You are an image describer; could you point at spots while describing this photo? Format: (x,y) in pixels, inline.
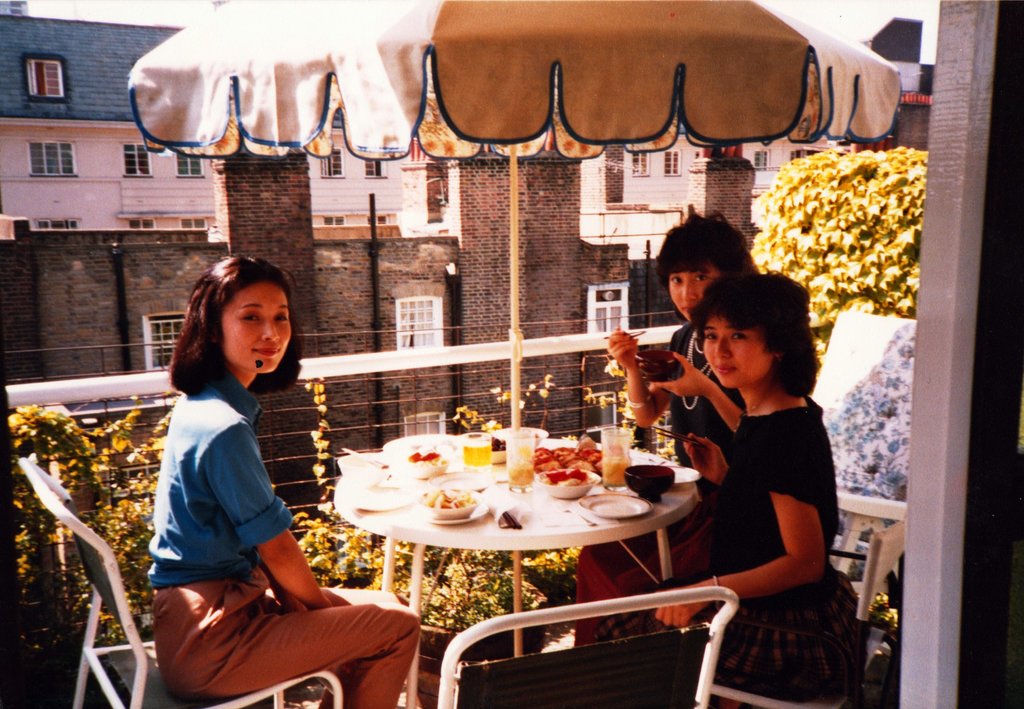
There are three people (244,480) in the picture sitting on the chairs (709,593) around the table (675,493) and on the table (521,507) we have some food items (590,479) and behind them there are some plants (833,286).
